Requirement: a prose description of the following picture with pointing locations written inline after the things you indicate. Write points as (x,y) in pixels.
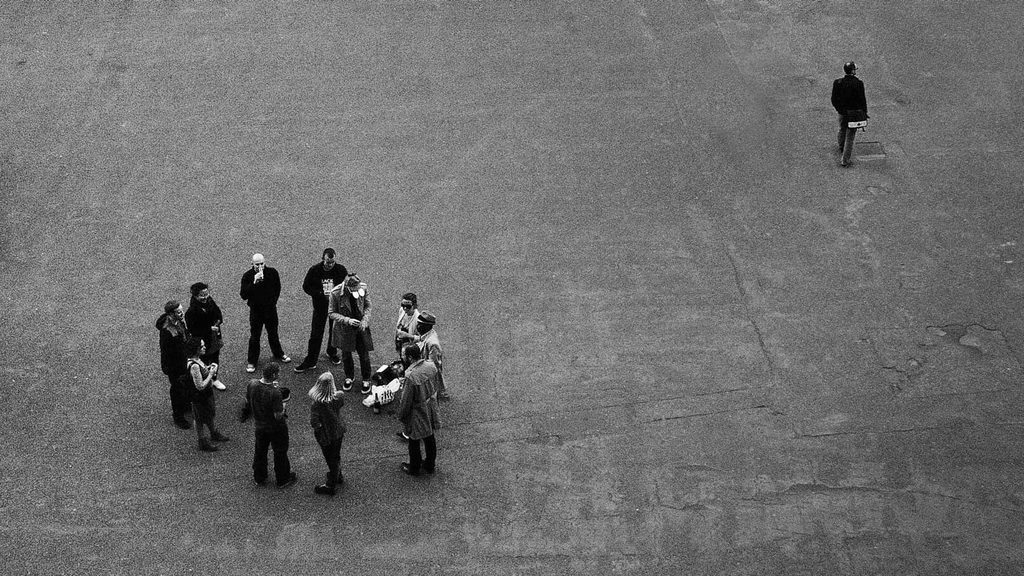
In this picture there are few persons (352,310) standing in the form of a circle and there is another person (853,138) standing in the right top corner (861,108).
